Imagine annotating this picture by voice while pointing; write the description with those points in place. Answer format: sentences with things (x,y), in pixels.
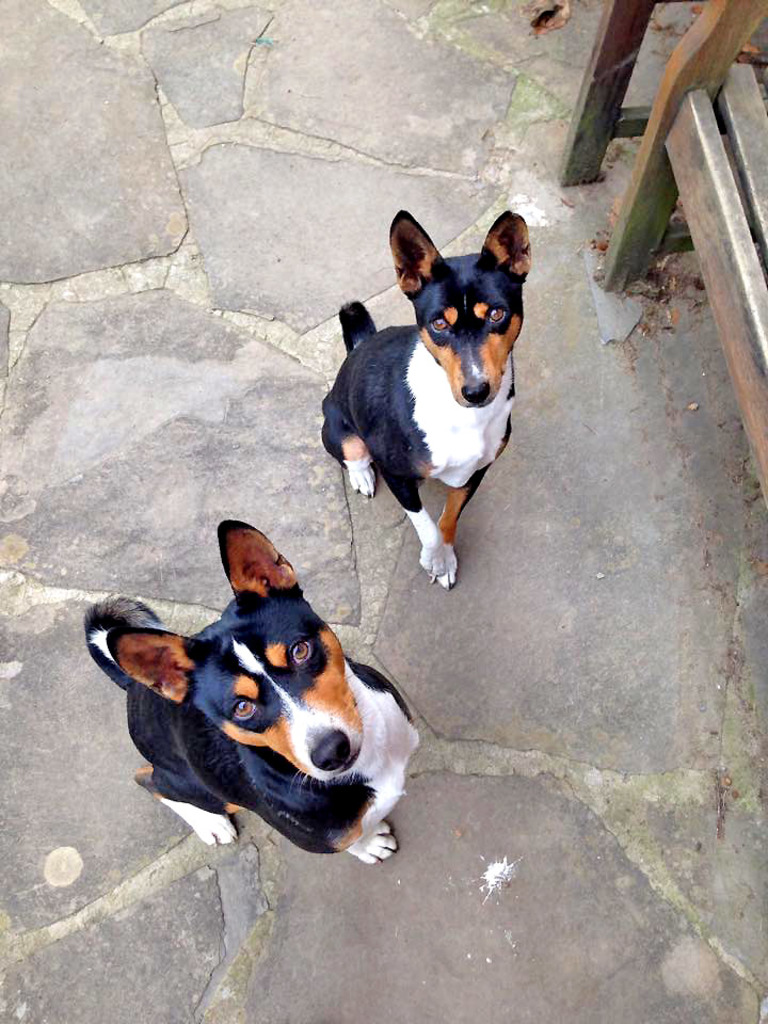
In this picture we can see two dogs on the ground (497,752), here we can see wooden objects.
